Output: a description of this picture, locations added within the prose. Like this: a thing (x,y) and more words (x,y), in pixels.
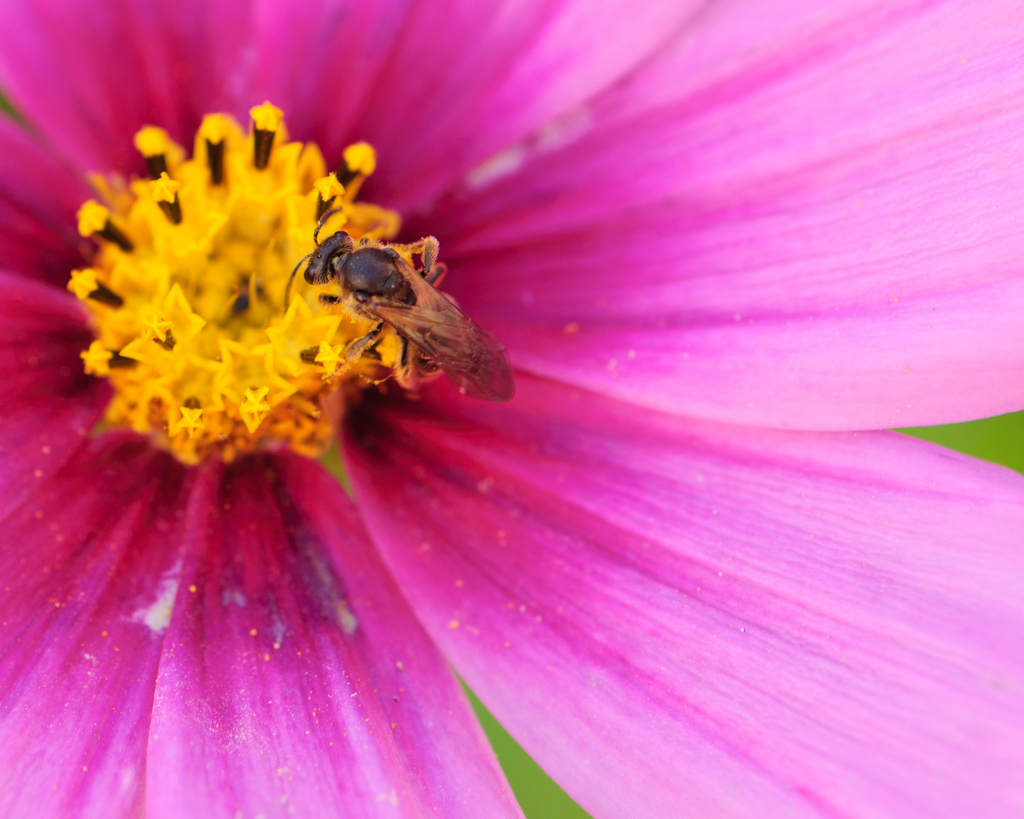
In this image, we can see a flower (777,426) and an insect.
